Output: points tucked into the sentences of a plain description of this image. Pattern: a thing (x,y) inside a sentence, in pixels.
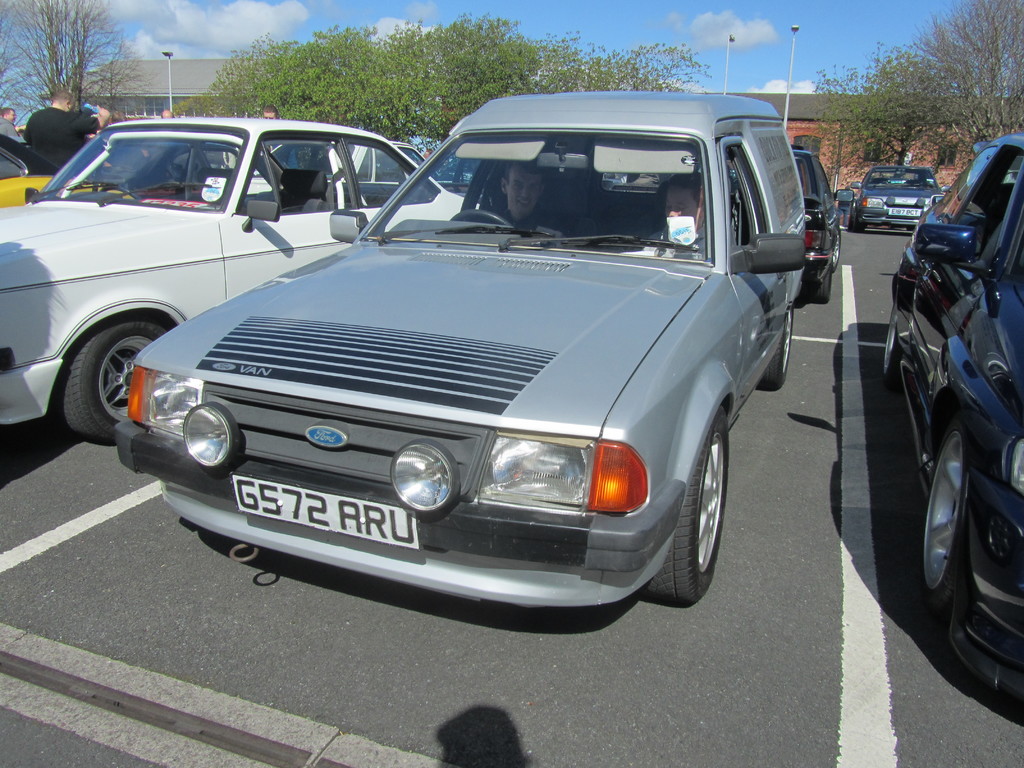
In this picture we can see vehicle (710,573) on the road (738,518) and in the background (884,160) we can see people (674,183), houses (850,181), electric poles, trees (889,139), sky (894,42).
